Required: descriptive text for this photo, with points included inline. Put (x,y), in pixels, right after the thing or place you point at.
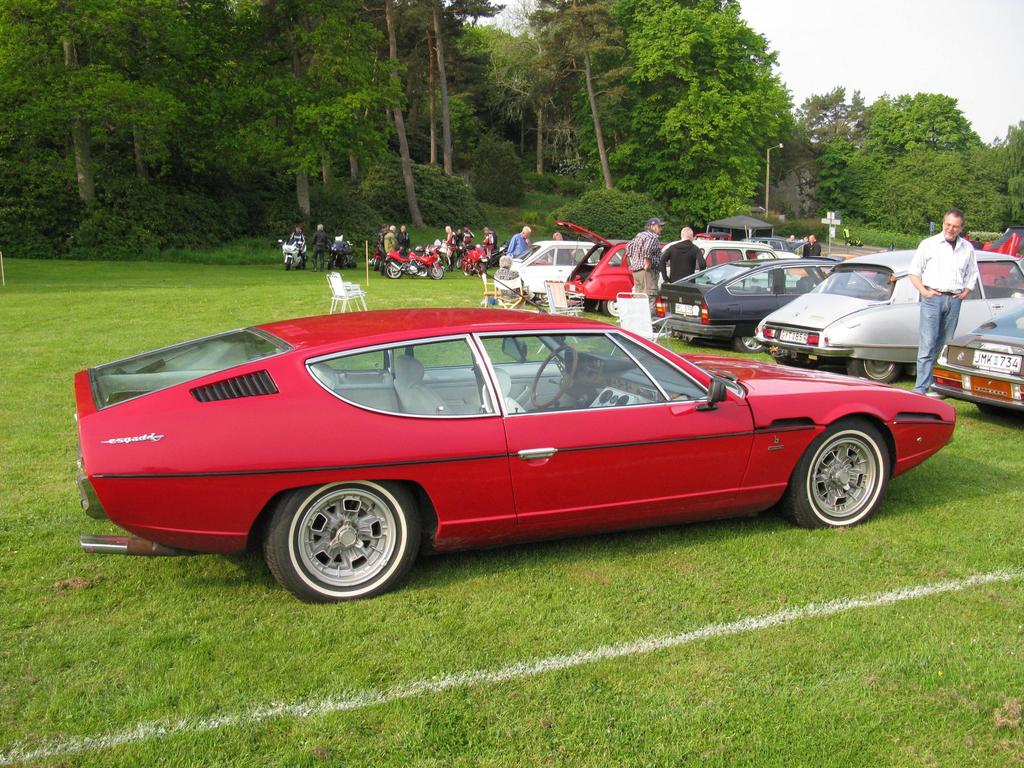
In this image in the front (566,669) there's grass (574,670) on the ground (590,655). In the center (475,448) there is a car (500,422) which is red in colour. On the right side (839,287) there are cars (803,294), there are persons (510,273) standing and sitting. In the background (337,291) there are empty chairs (361,288), there are persons (391,245), there are bikes (469,259) and trees (844,158) and the sky (921,51) is cloudy.
